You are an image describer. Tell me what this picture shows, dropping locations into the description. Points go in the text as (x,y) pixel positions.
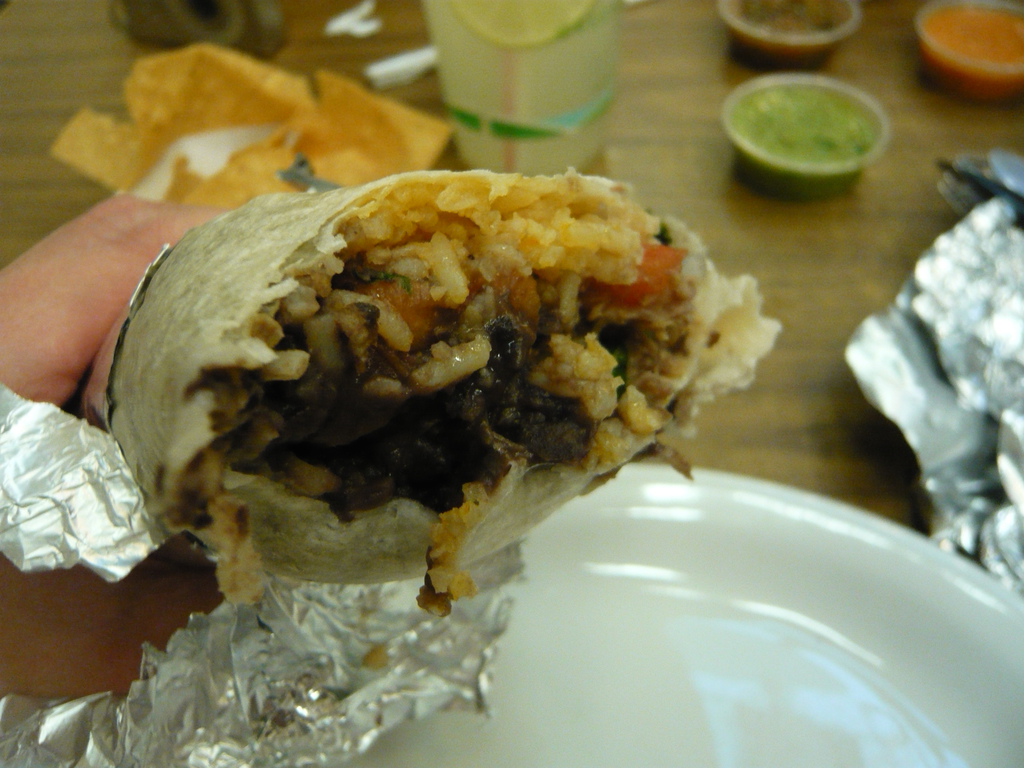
In this picture we can see a chicken wrap (293,560) in the front (372,568). Beside there is a white plate (810,654), aluminium foil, green and red sauce (812,101) is placed on the table top (842,205).
